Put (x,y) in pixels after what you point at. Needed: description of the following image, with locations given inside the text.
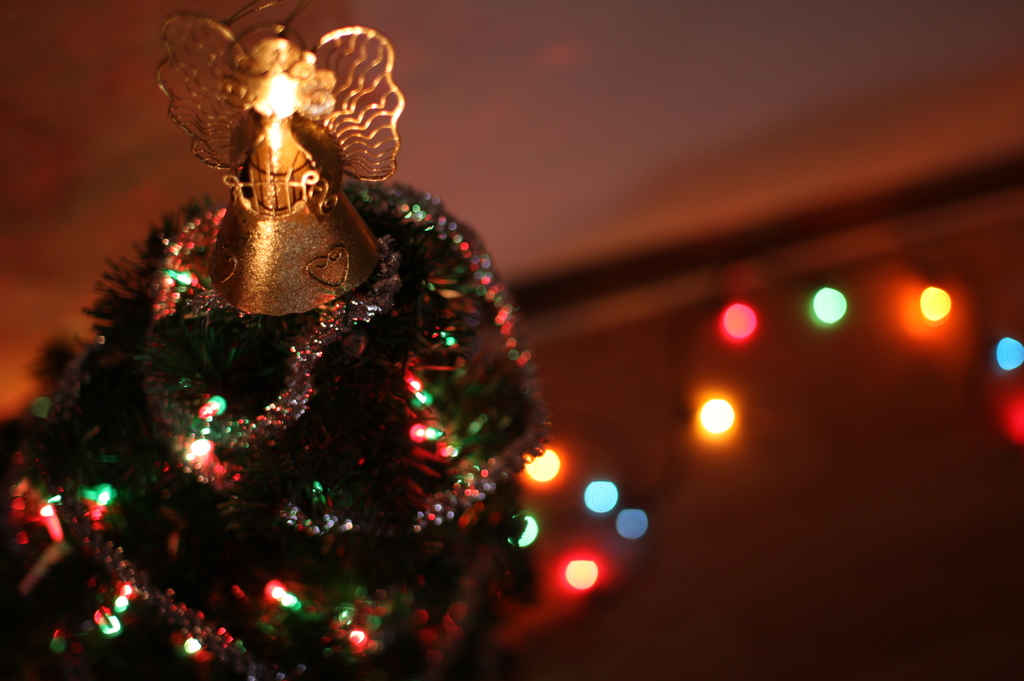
In the picture I can see a Christmas tree (294,481) which is decorated with some objects (203,472). In the background (604,499) I can see lights (743,312). The background of the image (766,223) is blurred.
